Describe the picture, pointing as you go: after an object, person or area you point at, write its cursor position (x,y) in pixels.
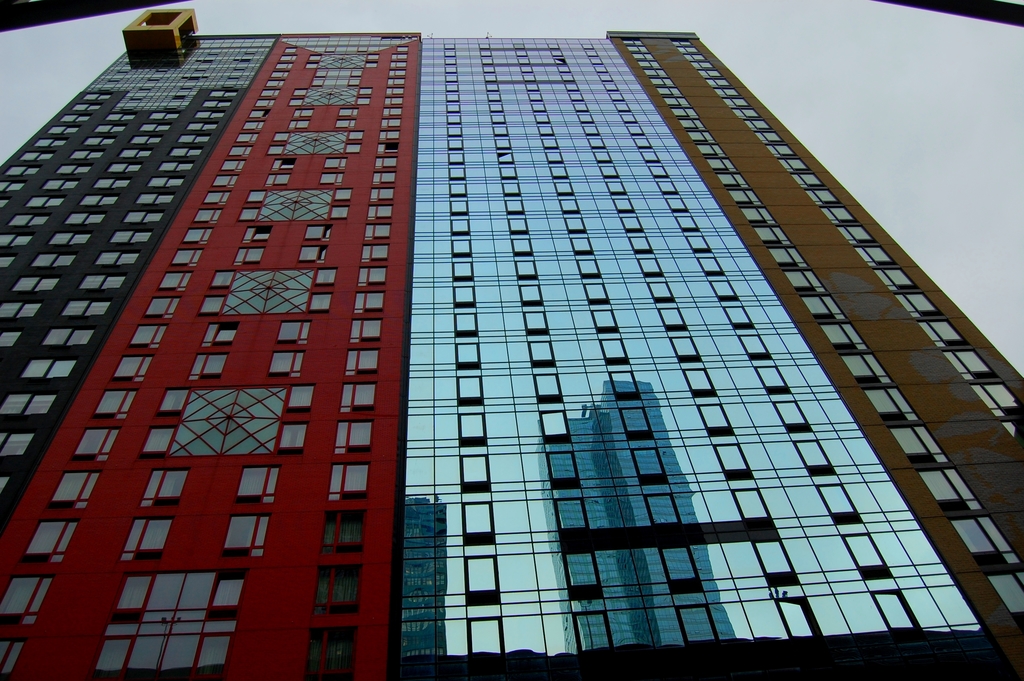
This picture shows a tall building (343,78) and we see glasses (506,224) to the building (88,516), From the glasses (618,503) we see couple of other buildings (405,523) and a cloudy Sky (774,12).
